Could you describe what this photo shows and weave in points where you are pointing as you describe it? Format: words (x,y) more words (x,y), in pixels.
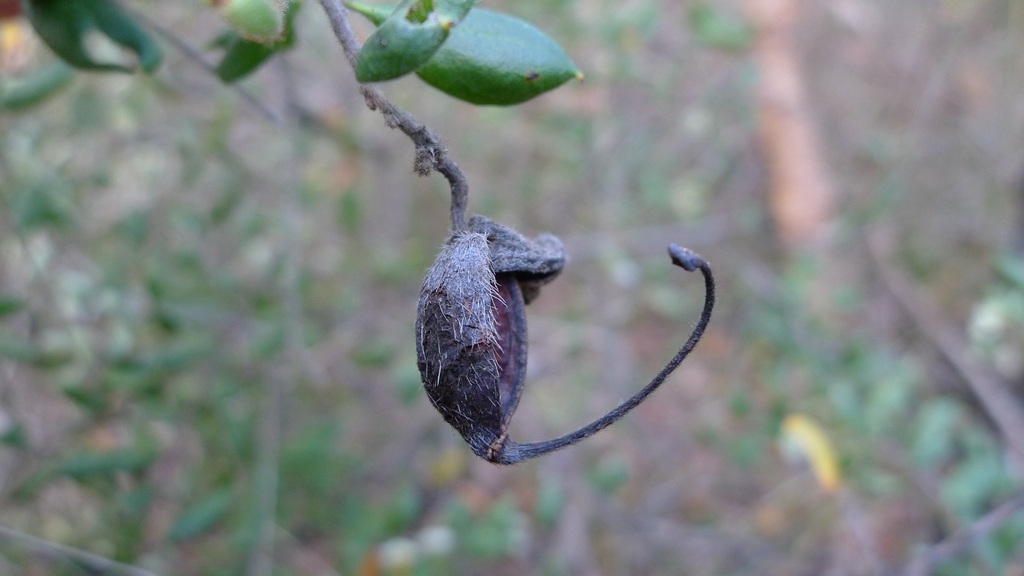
In the picture it seems like a dried fruit (462,248) to the branch (458,195) of a tree (398,117), the background of the branch (425,133) is blur.
